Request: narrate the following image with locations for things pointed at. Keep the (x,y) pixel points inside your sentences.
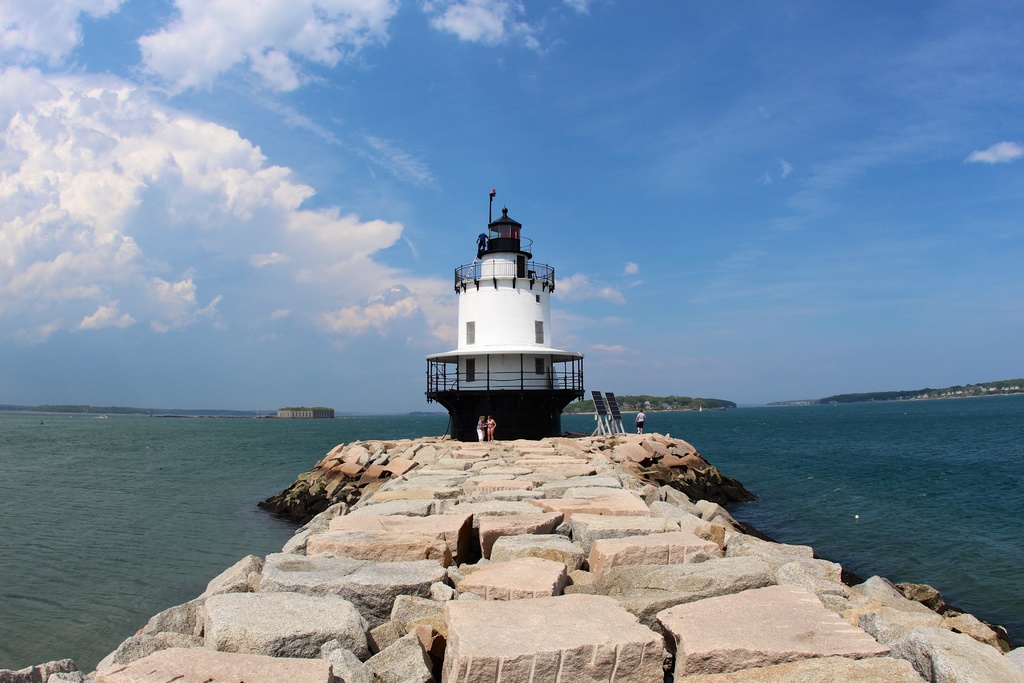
In this image, we can see a lighthouse (502,331) with wall (514,334), railings (488,366) and windows (537,327). At the bottom (614,515), we can see stones (440,529). Here few people (640,423) are standing. Background (1009,479) we can see the sea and mountains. Top of the image (433,109), there is a cloudy sky (630,324).
